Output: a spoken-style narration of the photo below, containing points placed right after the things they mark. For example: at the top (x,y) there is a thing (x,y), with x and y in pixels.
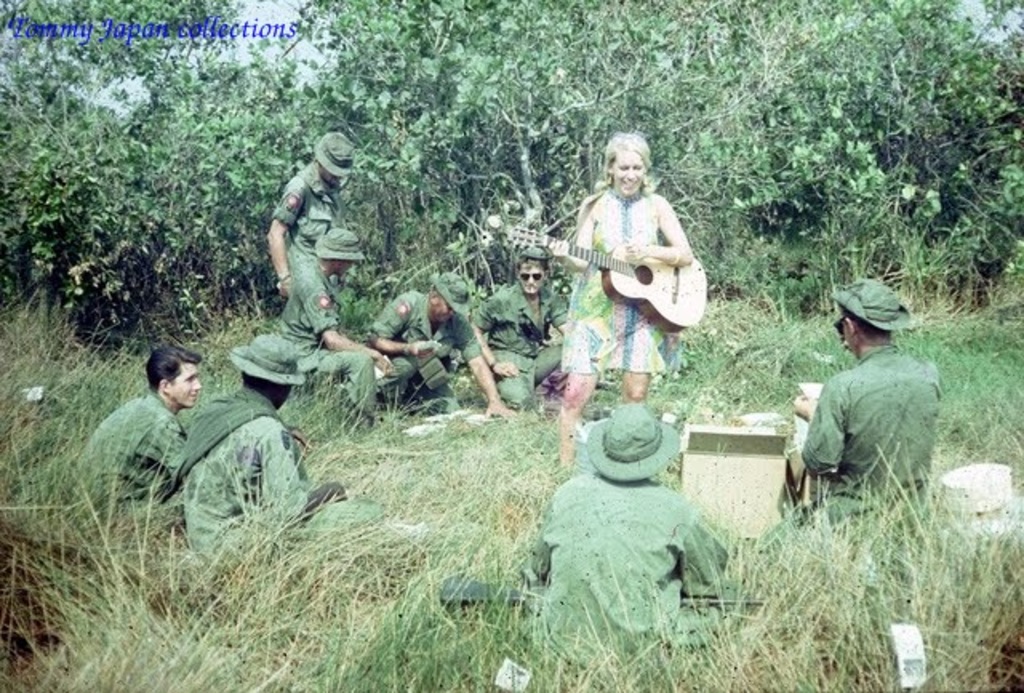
As we can see in the image there is a grass (431,443), trees (368,179) and few people (543,308) over here.
